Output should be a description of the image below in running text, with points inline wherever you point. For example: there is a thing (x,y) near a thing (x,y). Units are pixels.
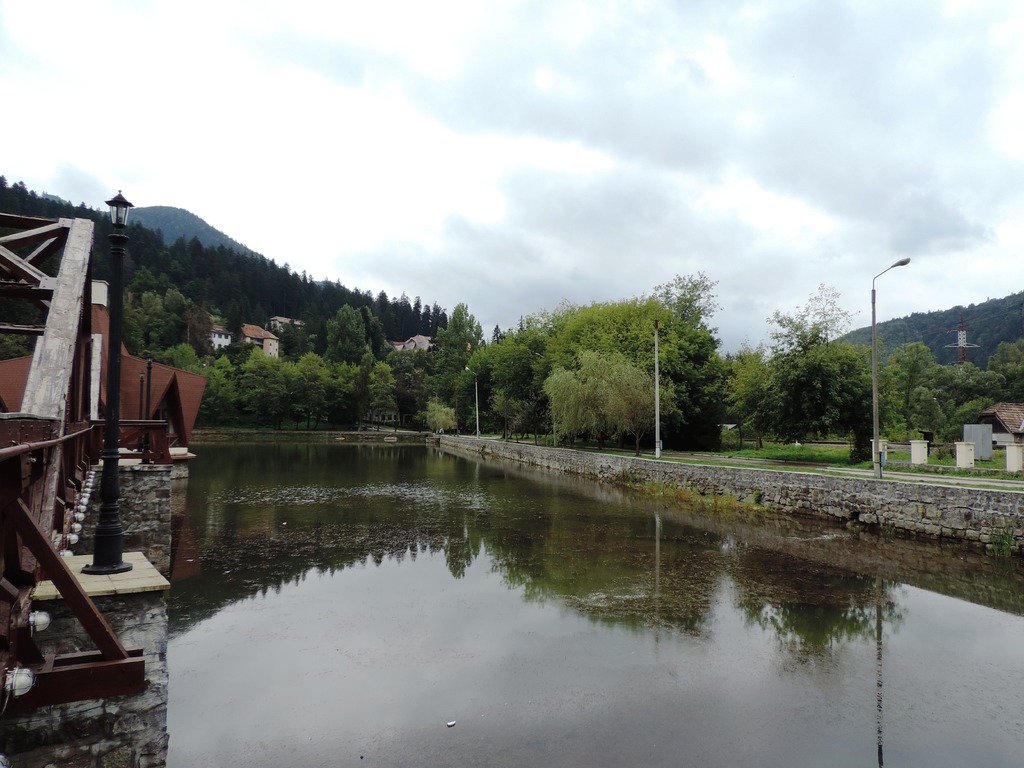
In this picture I can see there is a lake (475,590) and a bridge (50,575) on to left side (124,361) and in the backdrop (658,421) there are trees (310,407), buildings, street light poles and there are mountains (934,314) here and the sky (878,282) is cloudy.
